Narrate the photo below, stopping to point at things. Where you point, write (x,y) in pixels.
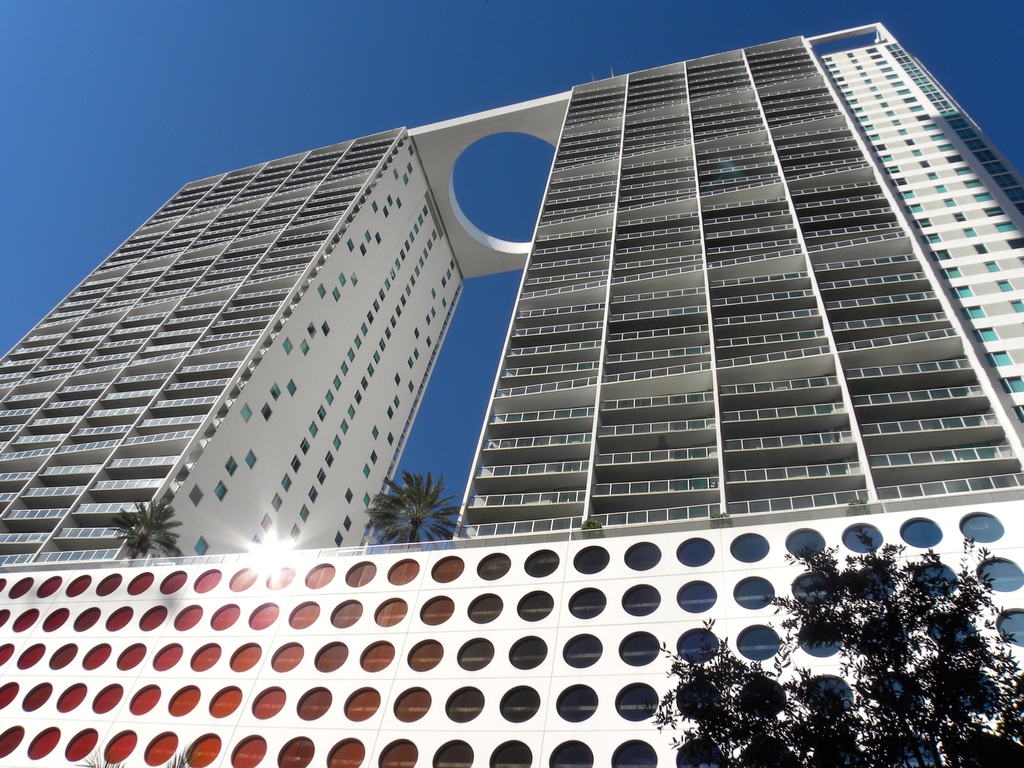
In this image we can see the building (319,412), trees (161,540) and also the sky (497,189) in the background (957,76).
